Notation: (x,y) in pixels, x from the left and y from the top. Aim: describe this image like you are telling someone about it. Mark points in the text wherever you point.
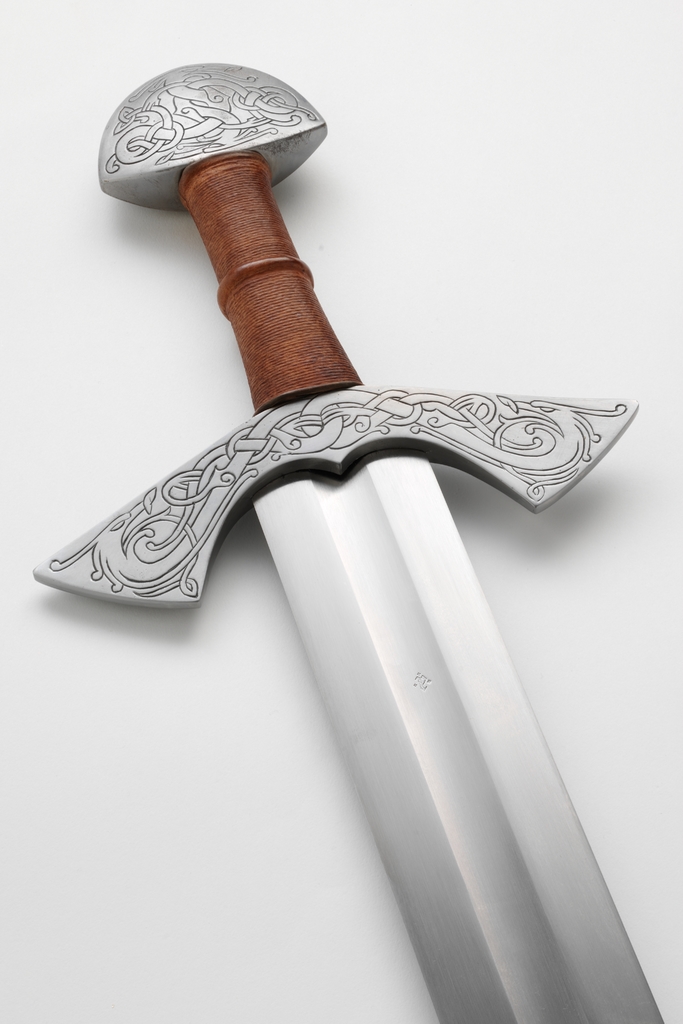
In the picture I can see a sword (571,966) which in silver color is placed on the white color surface (184,609).
